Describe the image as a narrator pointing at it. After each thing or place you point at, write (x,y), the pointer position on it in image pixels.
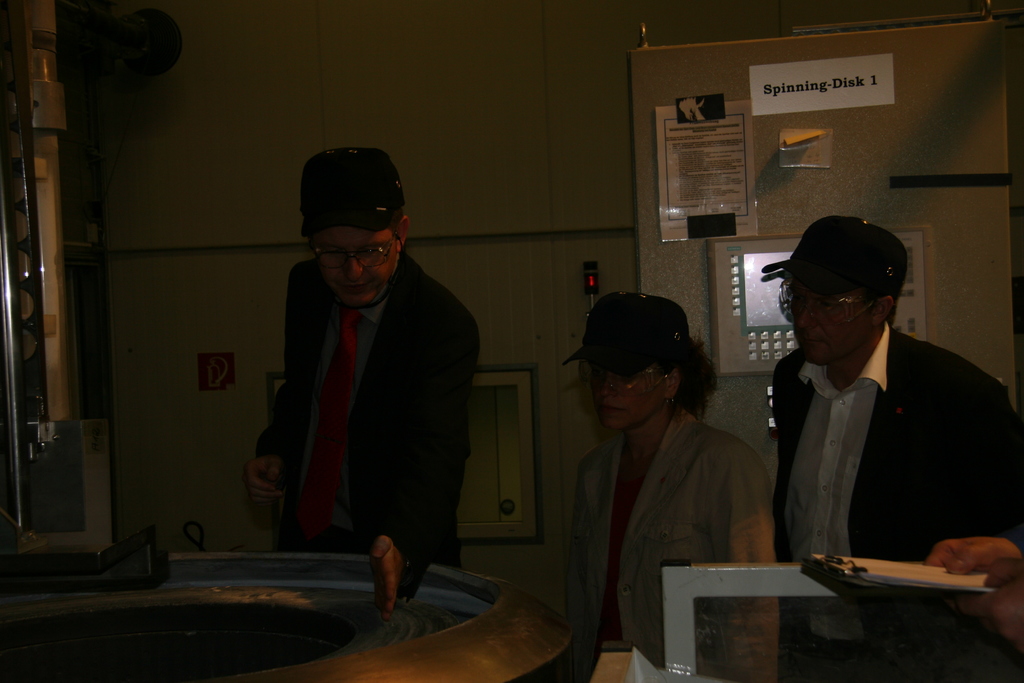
In the foreground (632,332), I can see four persons (642,478) are standing on the floor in front of an object (760,595). In the background (625,174), I can see a wall (545,154), screen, boards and metal objects (880,210). This image is taken, maybe in a hall (512,390).
